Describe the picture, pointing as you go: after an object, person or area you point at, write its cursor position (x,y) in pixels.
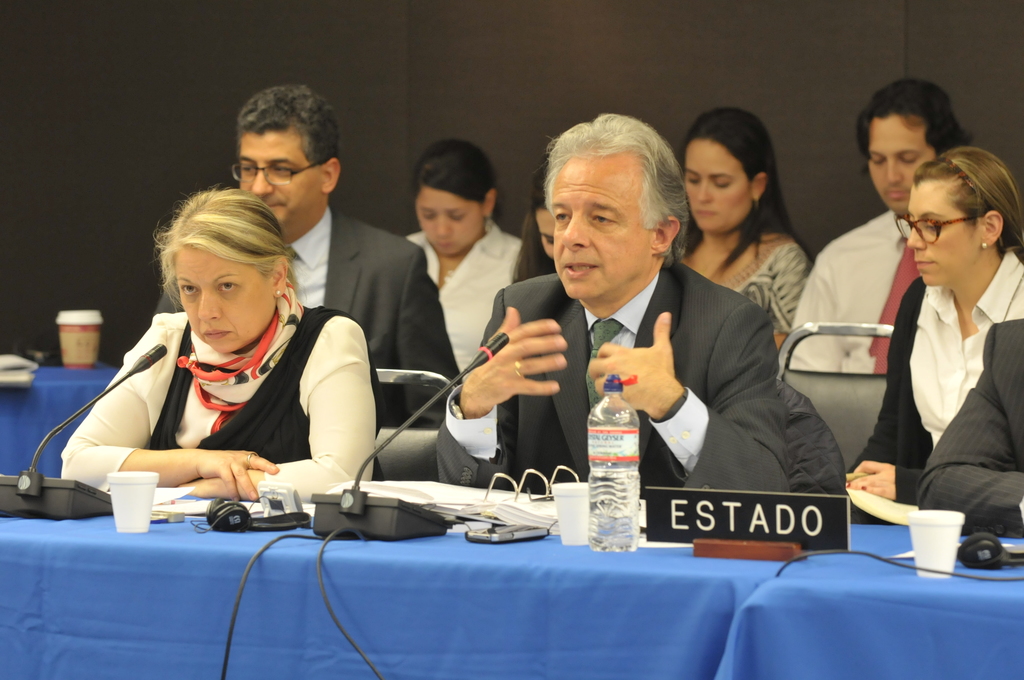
In this image I can see there are few persons (778,282) sitting in front of the table (540,572), on the table (565,558) I can see mike (362,533), bottle (598,442), glass (143,479), headphones (226,522), cable wires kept on it.
